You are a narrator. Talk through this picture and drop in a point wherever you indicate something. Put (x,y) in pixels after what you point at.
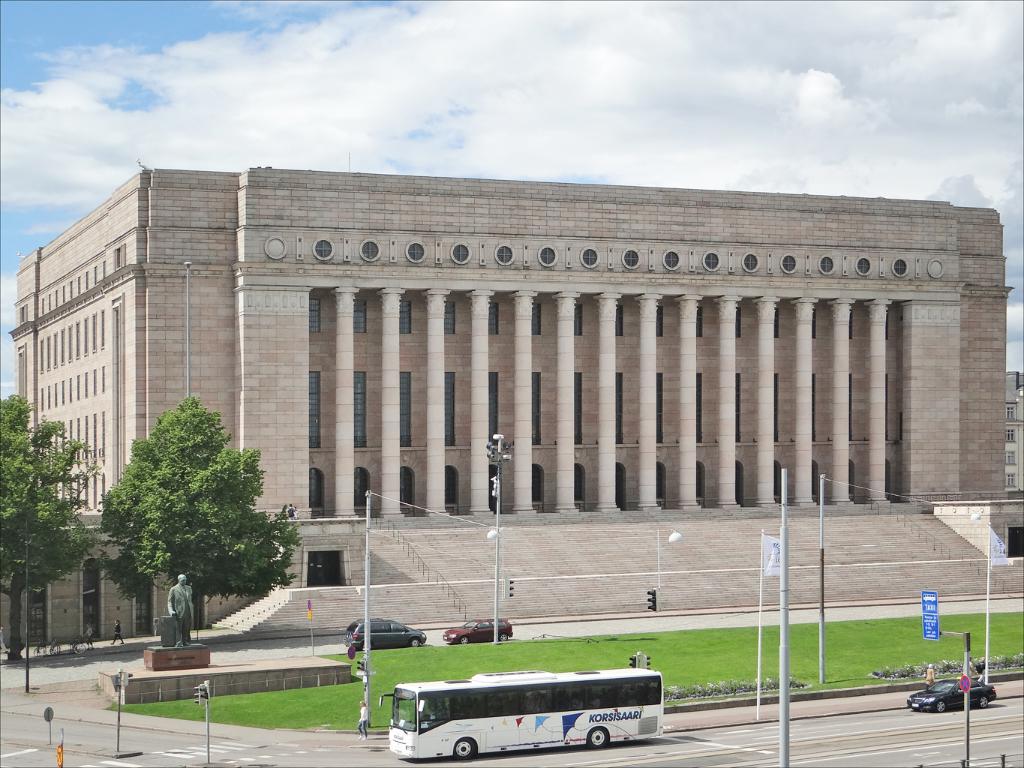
In this image there is a building (481,357) we can see trees (23,464). On the left (162,641) there is a statue (168,628). At the bottom (470,700) there are vehicles (456,711) on the road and we can see people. There are poles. In the background (416,76) there is sky (423,87).
